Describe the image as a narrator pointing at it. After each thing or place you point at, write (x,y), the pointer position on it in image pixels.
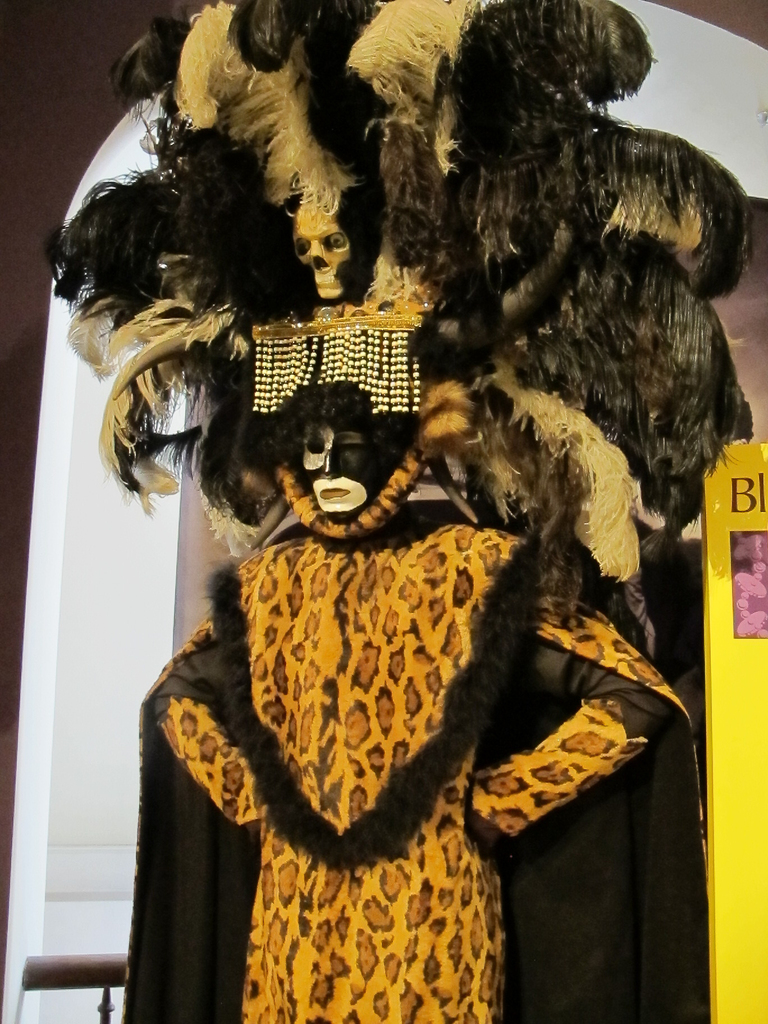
This picture shows a human (427,717) with a fancy dress (438,542) and we see paint (352,477) to his face (352,477) and we see white background (685,43).
